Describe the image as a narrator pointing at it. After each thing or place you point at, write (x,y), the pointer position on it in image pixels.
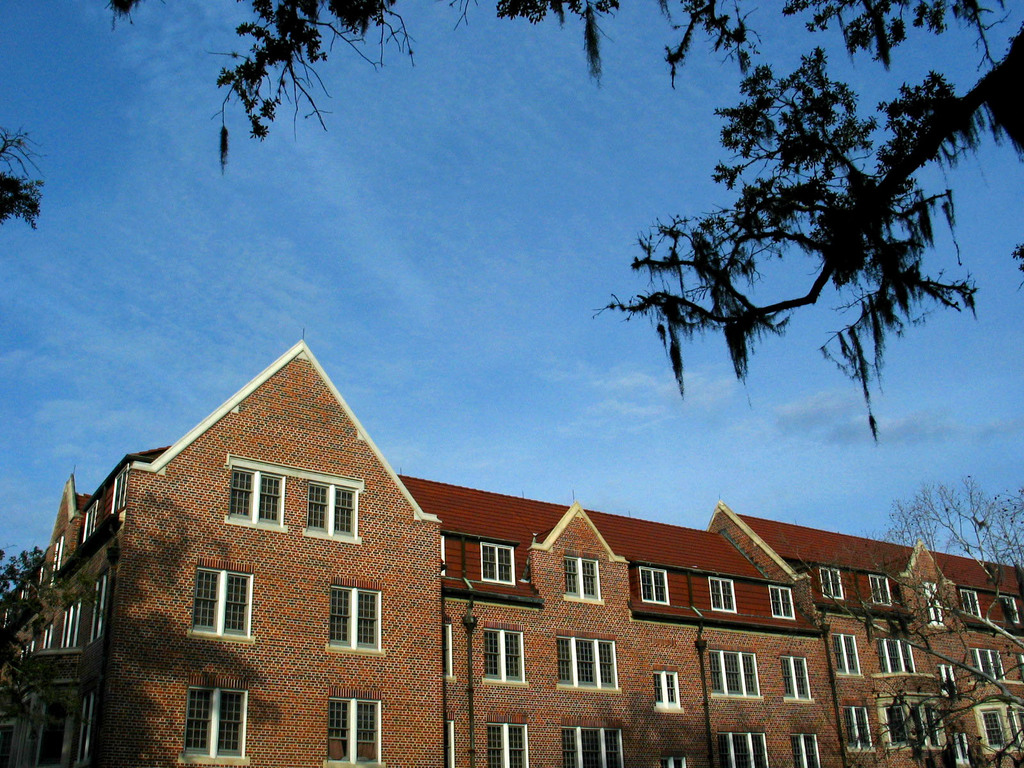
In this picture, we see a building (478,651) with a brown color roof (690,565). On either side of the picture, we see the trees (27,614). In the background (452,199), we see the sky (423,204), which is blue in color. At the top (782,127), we see the trees (900,268).
